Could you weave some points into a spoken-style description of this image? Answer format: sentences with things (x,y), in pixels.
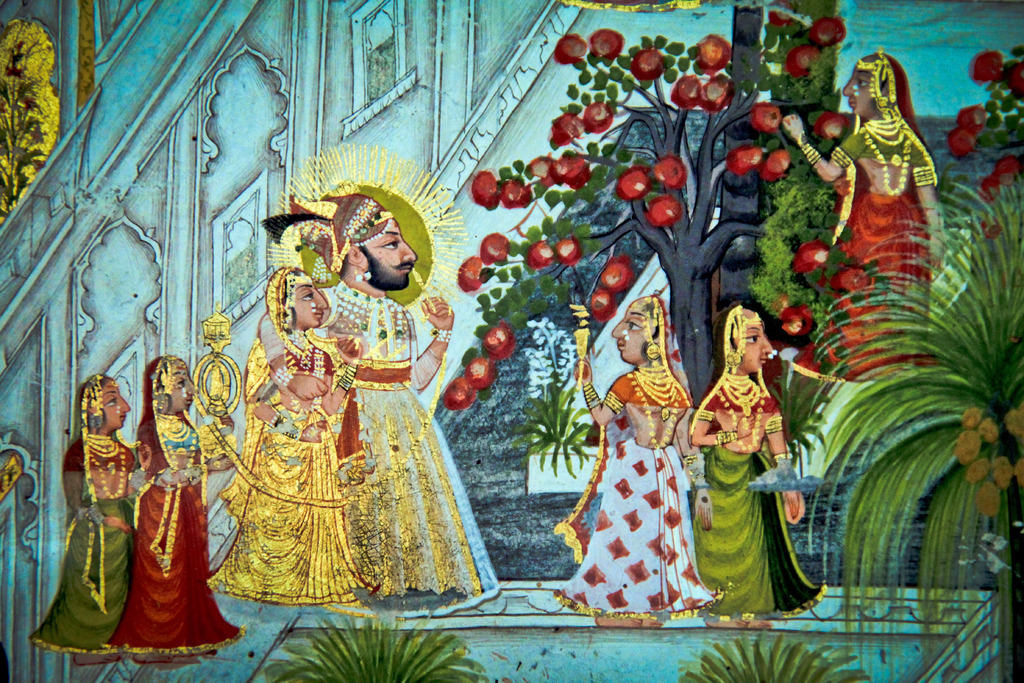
In the image we can see painting (666,441). In the painting (644,496), we can see few people (641,495) were standing. And we can see trees (624,157), building (391,56) and wall (81,63).
